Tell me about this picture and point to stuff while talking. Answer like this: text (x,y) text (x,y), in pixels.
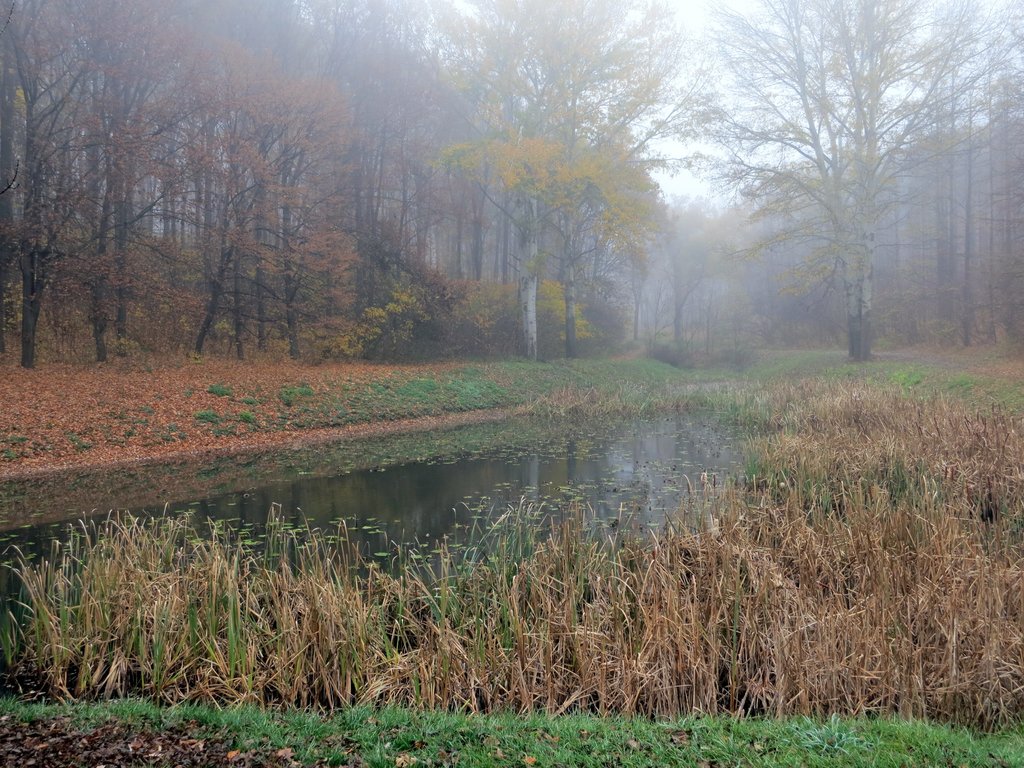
As we can see in the image there is grass (486,563), water (479,488), plants (432,303), trees (13,152) and sky (813,152).
